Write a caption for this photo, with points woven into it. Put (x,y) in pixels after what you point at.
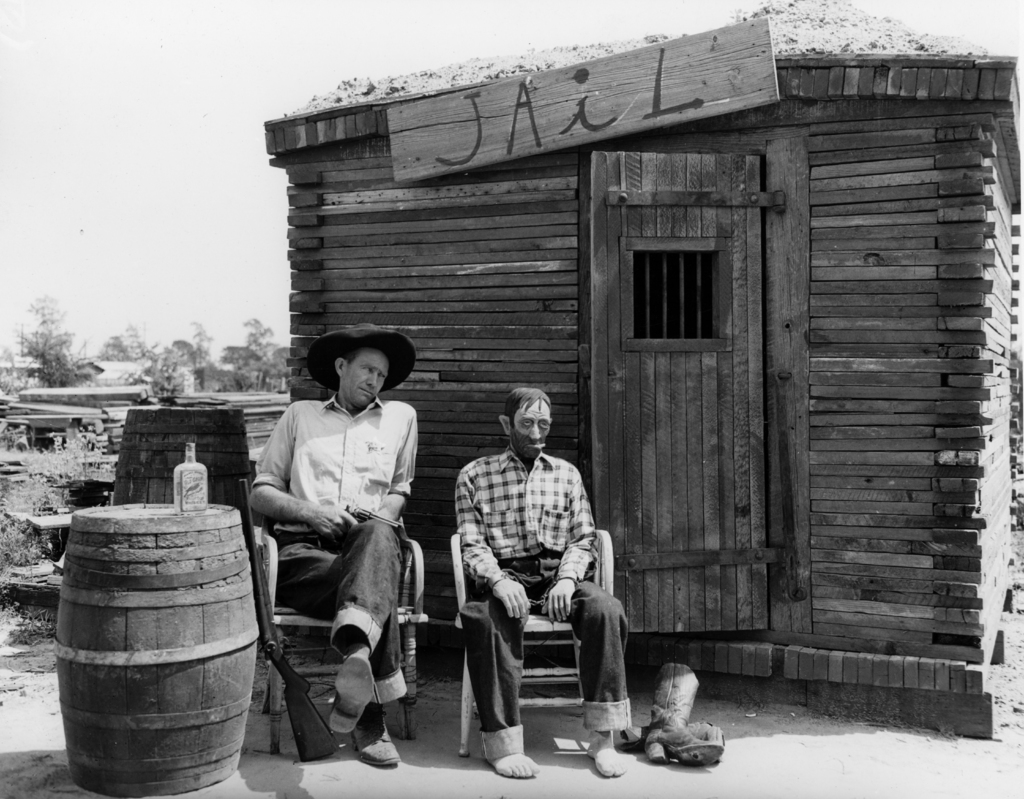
In this image I can see two persons (499,558) are sitting on chairs (418,607). Here I can see a barrel (133,549) on which I can see a bottle (186,501). In the background (528,354) I can see trees (127,356), a wooden house (522,335) and the sky (157,243). Here I can see some objects (124,391) on the ground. This picture is black and white in color.
